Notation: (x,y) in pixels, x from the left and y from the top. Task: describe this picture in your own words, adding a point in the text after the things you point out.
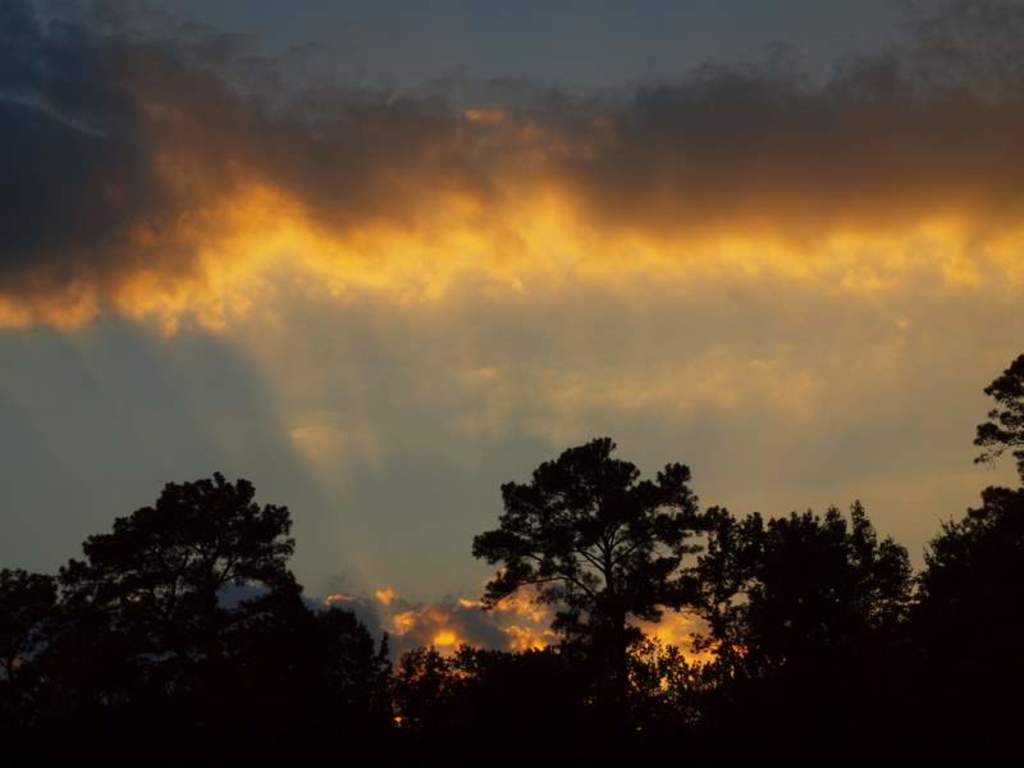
In this image I can see few trees (555,580). The sky (406,273) is in blue, black and orange color.
